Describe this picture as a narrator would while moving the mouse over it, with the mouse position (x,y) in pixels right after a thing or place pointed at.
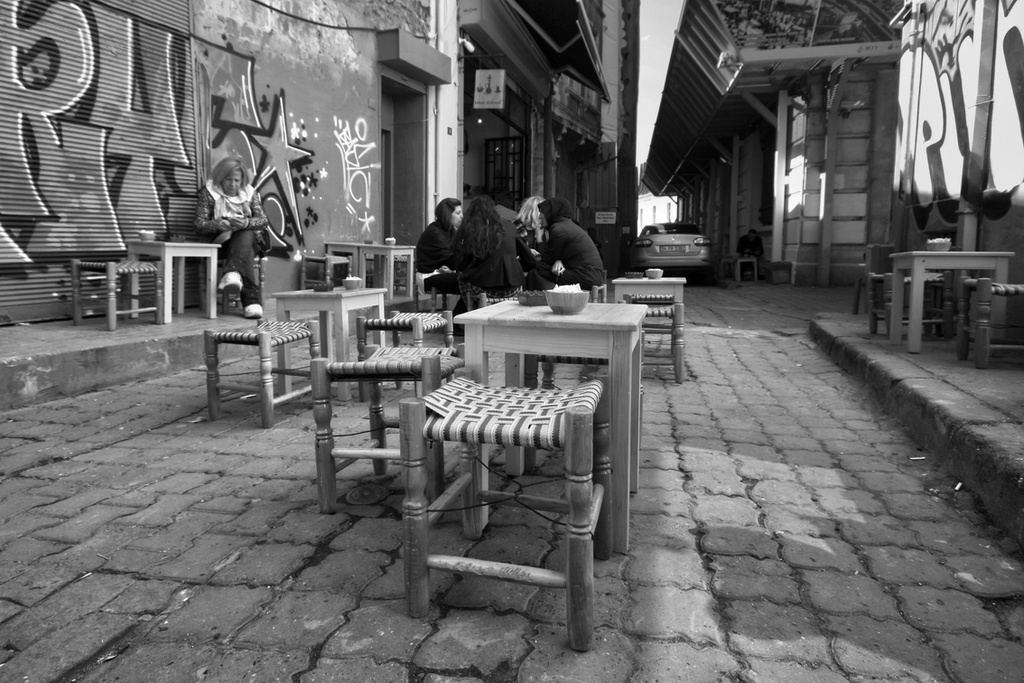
In this image, There are some persons (495,225) sitting on the chair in front of the table (334,298). There is a wall (267,109) behind this person (236,194). There is a car (679,242) between these buildings (569,128). There is a bowl (571,299) on this table (612,342).
